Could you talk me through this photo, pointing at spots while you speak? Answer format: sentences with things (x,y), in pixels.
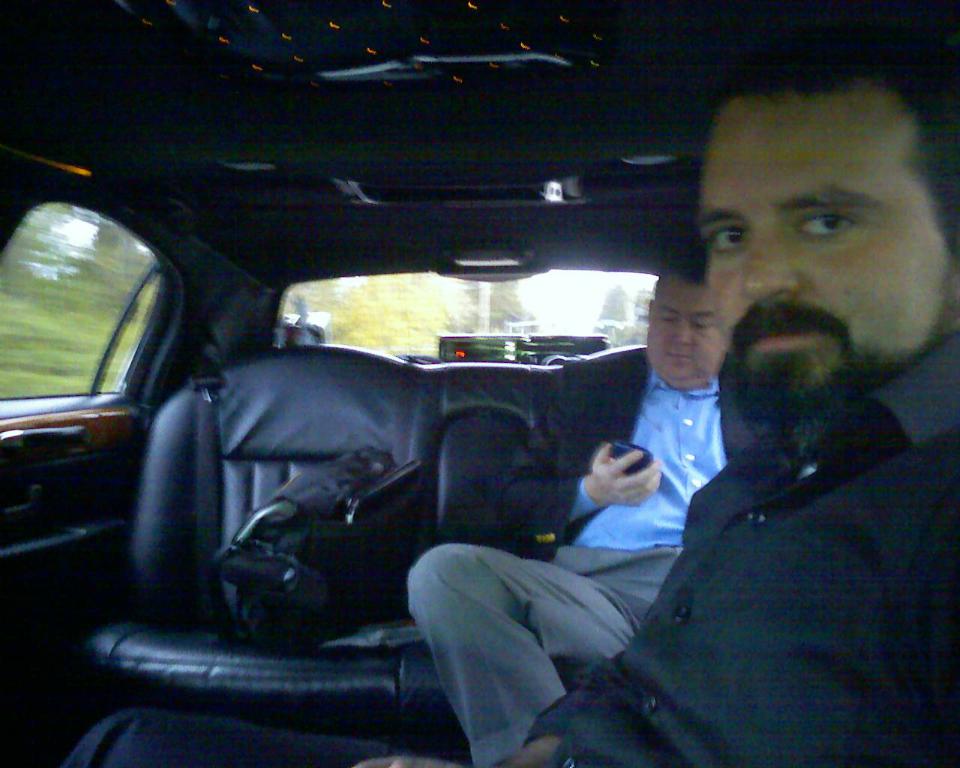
This is the picture of a vehicle (652,223). In this image there is a person (844,329) sitting inside the vehicle (659,242) and there is an another person (603,492) sitting and holding the device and there is a bag (294,550) on the seat (429,414). Behind the mirror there are trees (448,284) and poles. At the top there is sky (562,287).
